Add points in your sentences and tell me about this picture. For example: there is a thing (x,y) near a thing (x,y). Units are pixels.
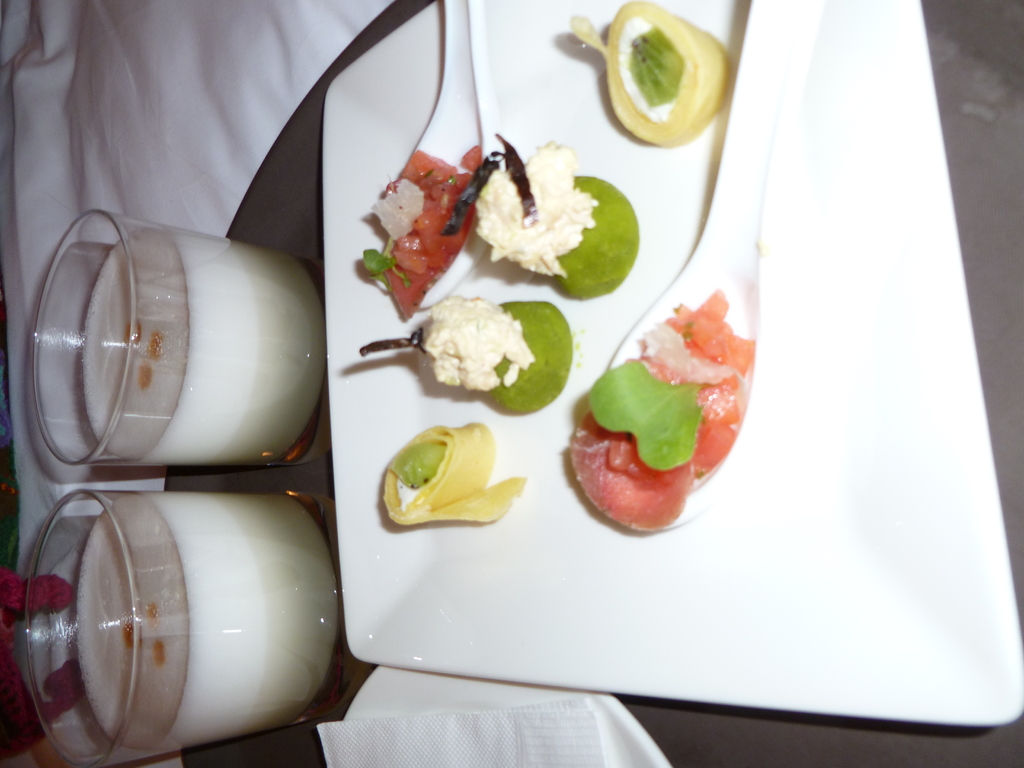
In this image I can see few food items (597,265), they are in green, white, cream and red color and the food (376,213) is in the plate (568,593). The plate (509,589) is in white color, I can also see two glasses (195,410) on the brown color surface (288,477) and I can see some liquid (167,378) in the glasses (170,623).
